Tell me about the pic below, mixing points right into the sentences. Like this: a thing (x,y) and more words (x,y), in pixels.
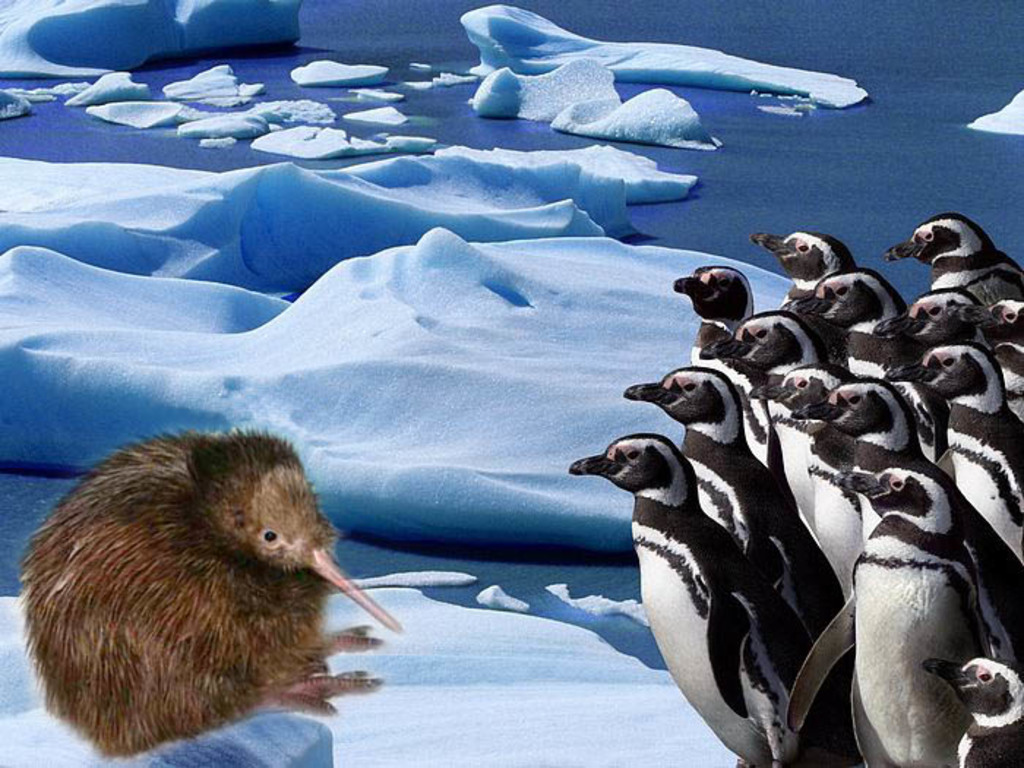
This image looks like an edited photo in which I can see penguins (806,570) and an animal (284,606). In the background (484,593), I can see water (761,207) and snow (378,351).
